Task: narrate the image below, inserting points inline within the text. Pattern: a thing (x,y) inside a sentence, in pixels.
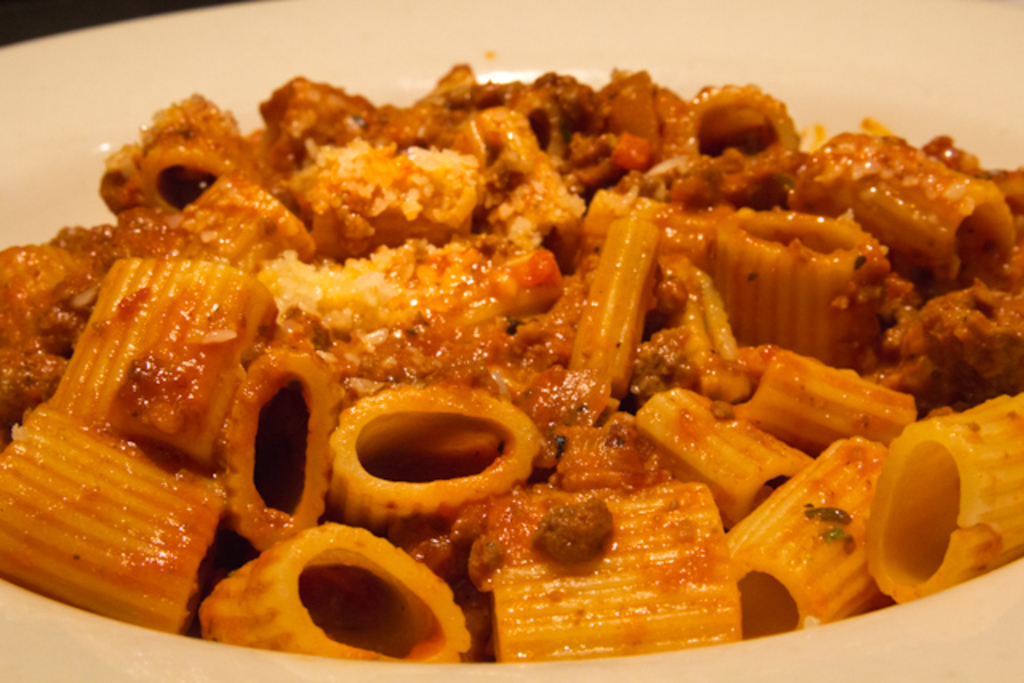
In this picture we can see a white bowl (171,664) in which there is delicious pasta (497,328).
